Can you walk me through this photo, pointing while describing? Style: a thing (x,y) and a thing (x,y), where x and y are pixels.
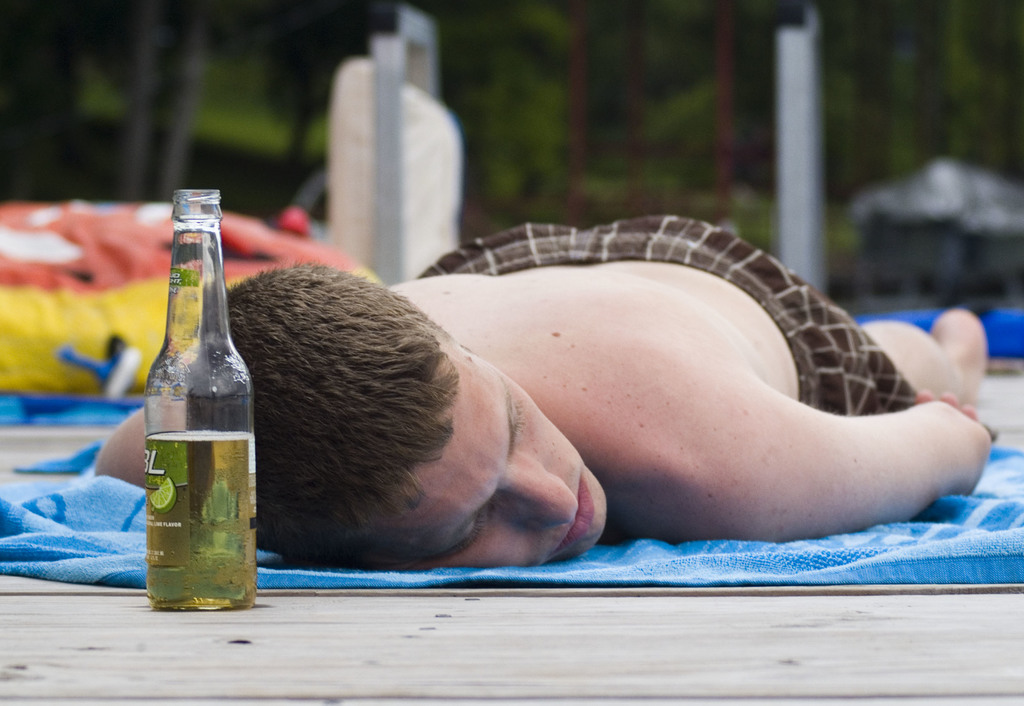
a person (554,351) is lying down. in front of him there is a bottle (205,328). behind him there are trees (487,70).
